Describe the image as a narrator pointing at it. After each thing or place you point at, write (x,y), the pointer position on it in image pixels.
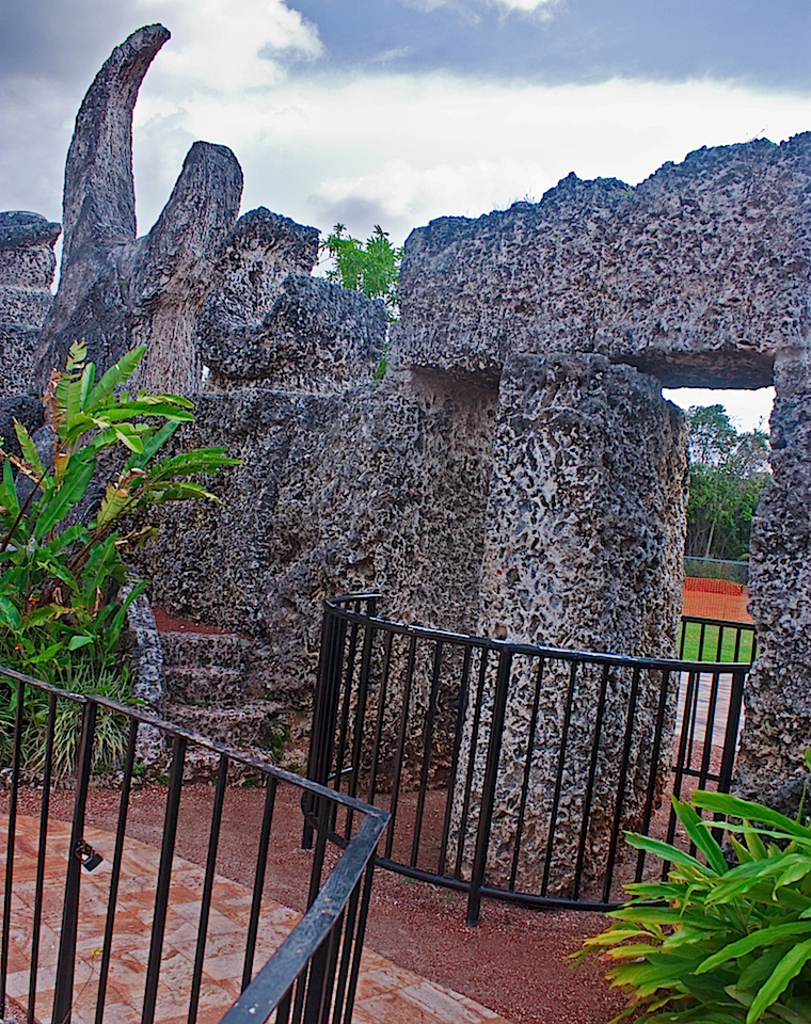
In this image we can see fences (43,798) on the ground (147,810), plants (765,961), steps (212,771) and wall (410,292). In the background (320,142) there are trees (735,462) and clouds (334,93) in the sky (688,132).
